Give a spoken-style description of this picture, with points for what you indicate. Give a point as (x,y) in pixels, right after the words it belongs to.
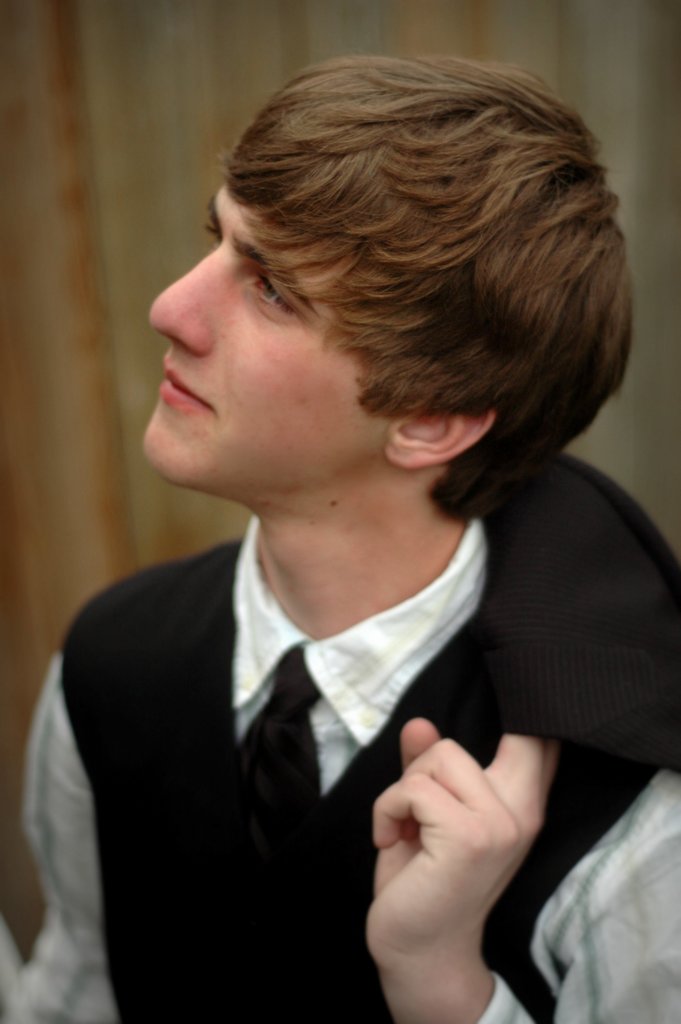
In this image, we can see there is a person (338,492) in a black color jacket (162,971), holding a cloth (585,607) with a hand (533,775) and watching something. And the background (183,8) is blurred.
